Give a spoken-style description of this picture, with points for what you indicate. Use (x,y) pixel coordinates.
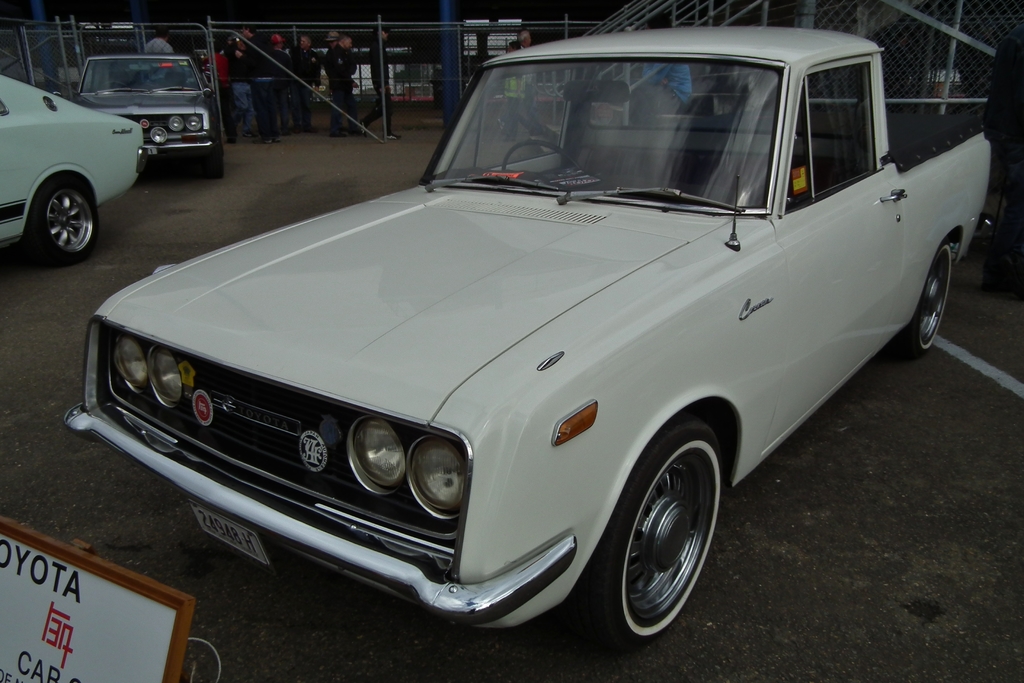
In this image there are vehicles (282,376), a name board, and there are group of people (515,44) standing, there are iron rods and wire fence (842,25).
